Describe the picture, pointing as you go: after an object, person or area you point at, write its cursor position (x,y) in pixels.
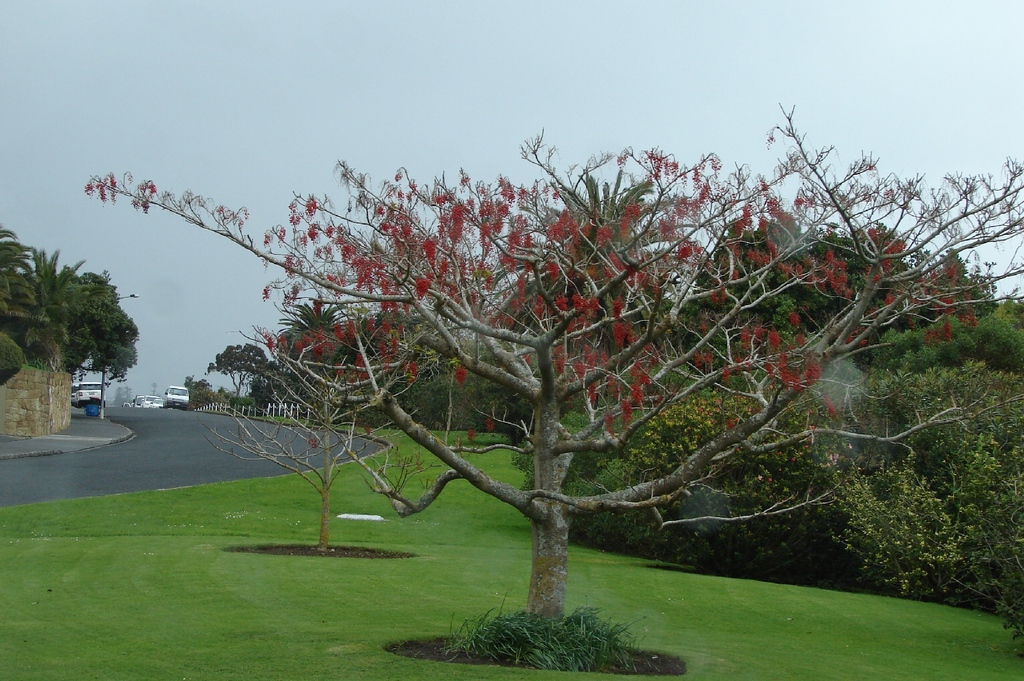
In this image I can see an open grass ground (453,489) and on it I can see number of trees (516,346). On the left side of the image (332,327) I can see a road (181,442), few more trees (4,231), the wall (28,386), a pole (103,406), a street light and on the road (125,408) I can see few white colour vehicles (180,389). I can also see the sky (175,370) in the background (114,389).
